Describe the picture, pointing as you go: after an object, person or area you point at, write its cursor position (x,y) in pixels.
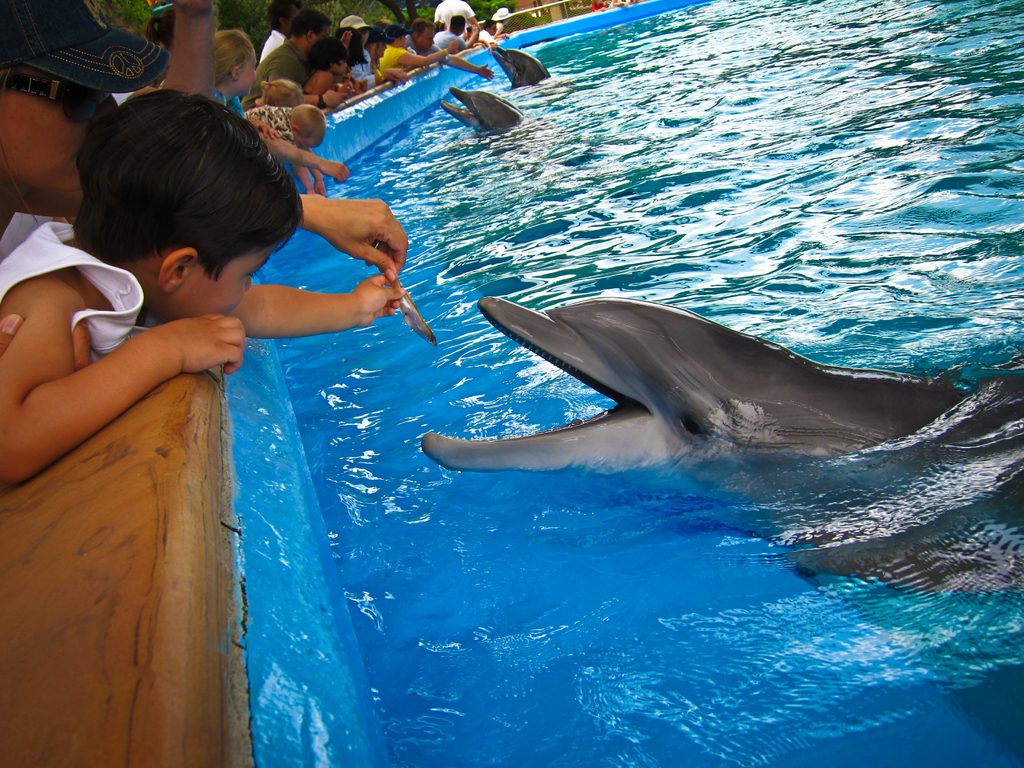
This picture shows people (376,307) feeding dolphins (720,402) with small fishes (430,337) in the water (566,275).
